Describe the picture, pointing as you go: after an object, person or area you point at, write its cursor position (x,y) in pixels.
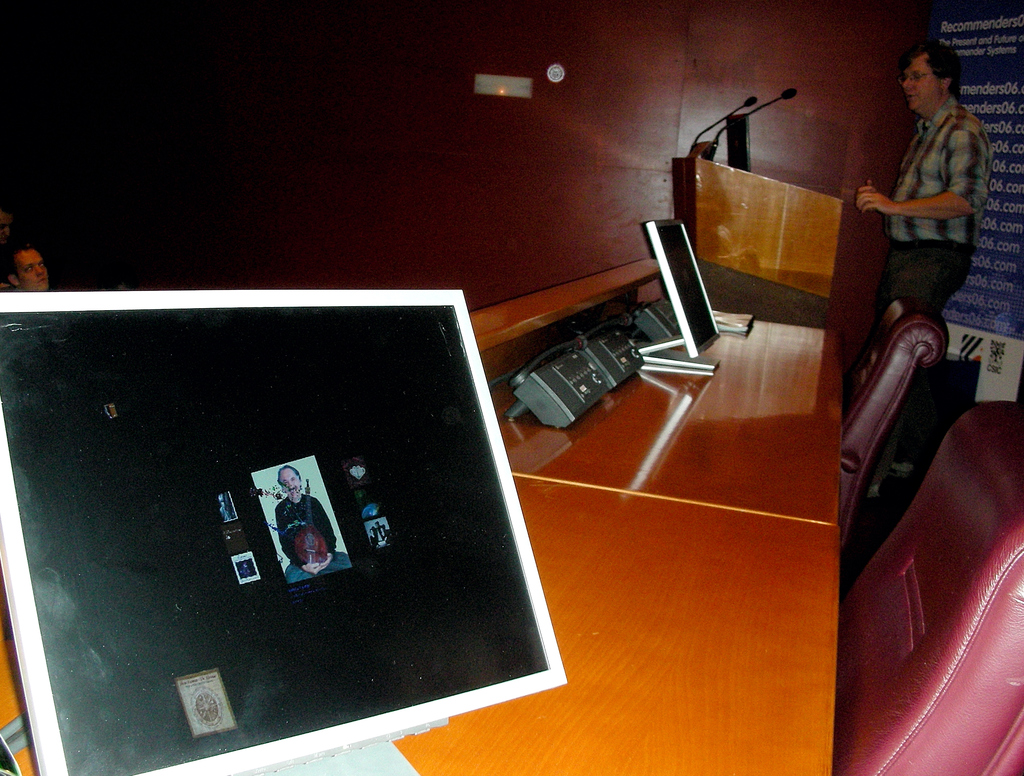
In this picture i could see some display boards (372,568) and telephones (585,370) kept on the brown table (701,573) and red chairs (971,550). A person (919,175) to the right (948,138) is standing near the podium (779,184) looks like he is giving speech in the background (617,96) there is a brown colored wall (378,151).
